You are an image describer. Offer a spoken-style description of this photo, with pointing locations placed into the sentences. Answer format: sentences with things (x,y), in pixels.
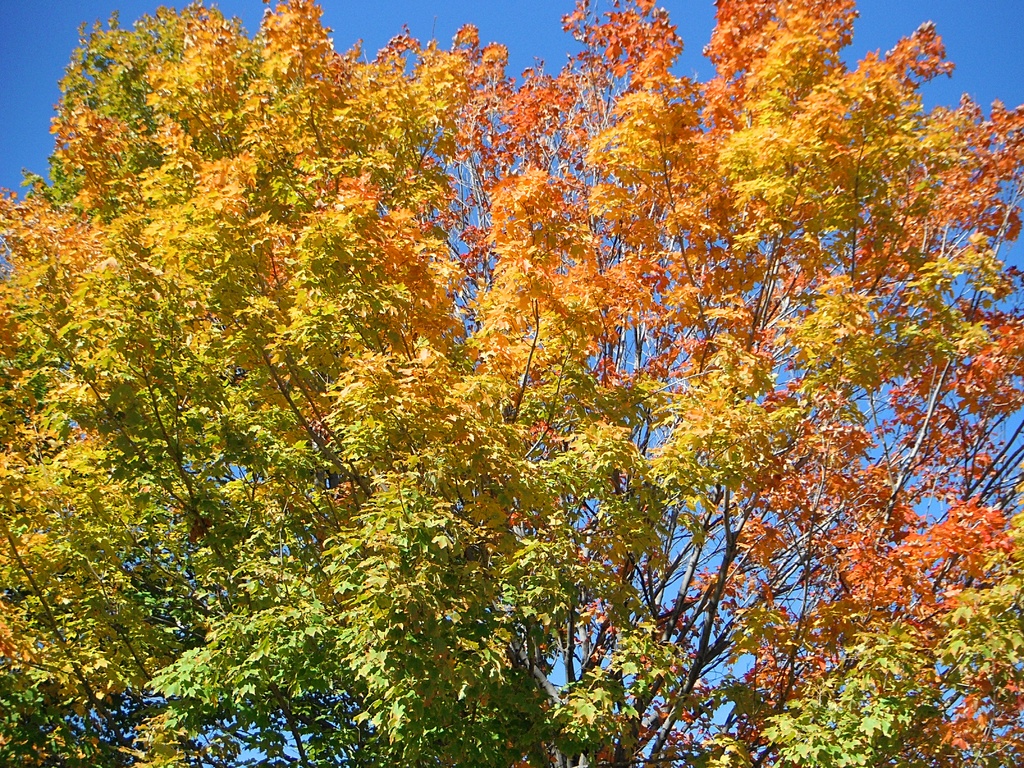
In this image in the center (456,373) there is a tree (404,224), and at the top (35,150) there is sky (965,40).
